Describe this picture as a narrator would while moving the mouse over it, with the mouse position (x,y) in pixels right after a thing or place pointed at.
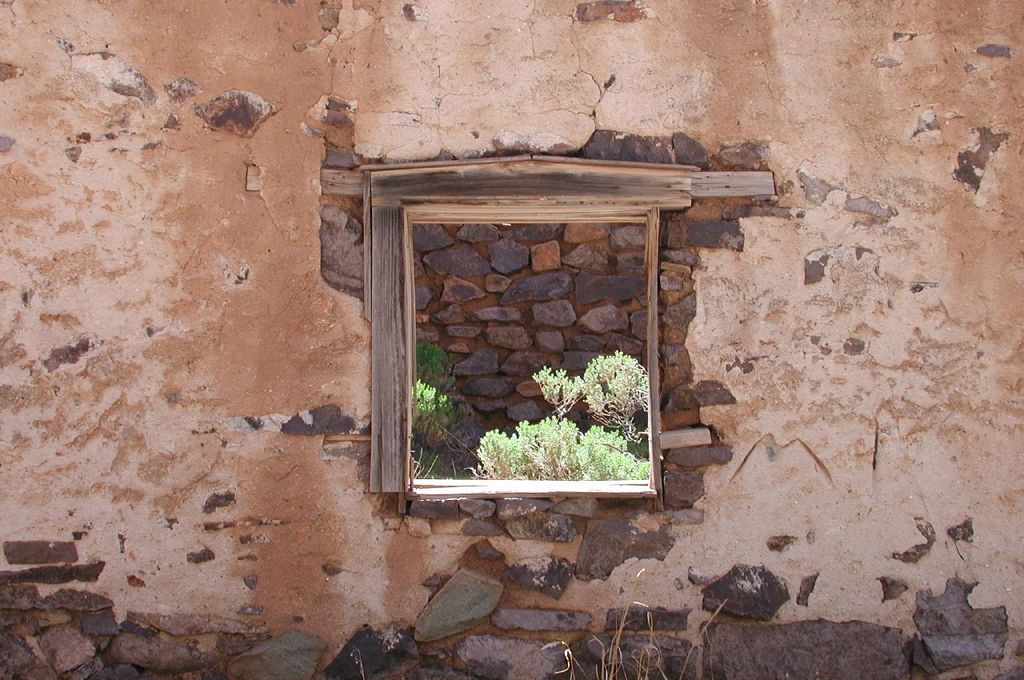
In this picture, we can see an old wall (830,353) with window (519,341), wooden frame (405,386), and we can see another wall (582,405), plants (550,368) from the window (550,385).
